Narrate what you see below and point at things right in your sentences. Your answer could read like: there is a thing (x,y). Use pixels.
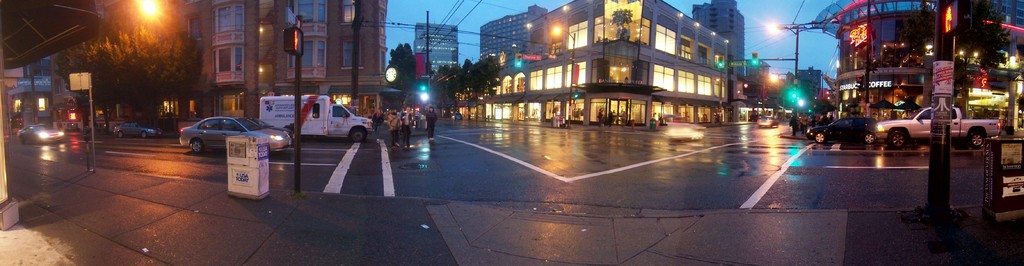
In this image we can see some vehicles (774,120) and a group of people (398,134) on the road (427,150). We can also see a newspaper box (252,179), poles (299,157) with board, the utility poles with wires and traffic lights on the road (715,202). On the backside (343,82) we can see some buildings (505,78) with windows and lights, the trees (453,84) and the sky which looks cloudy.
